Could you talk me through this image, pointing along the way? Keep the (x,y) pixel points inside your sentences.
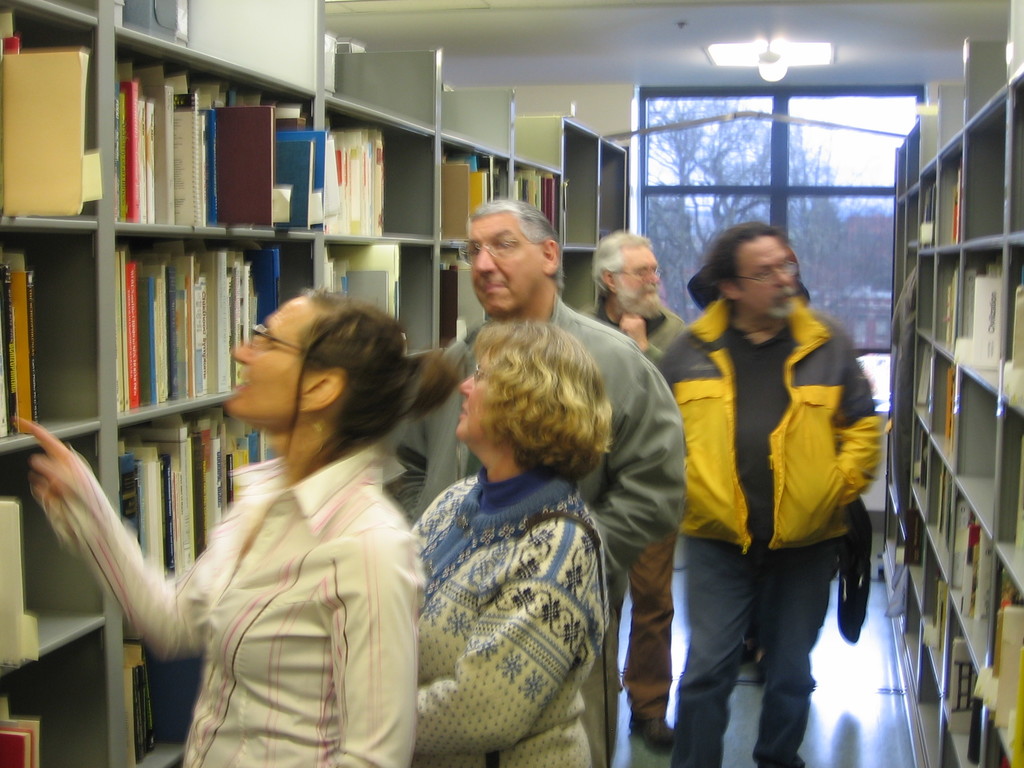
This picture describes about group of people (557,511), beside to them we can find few books (175,281) in the racks (229,234), in the background (760,49) we can see a light (734,48) and few trees (828,213).
